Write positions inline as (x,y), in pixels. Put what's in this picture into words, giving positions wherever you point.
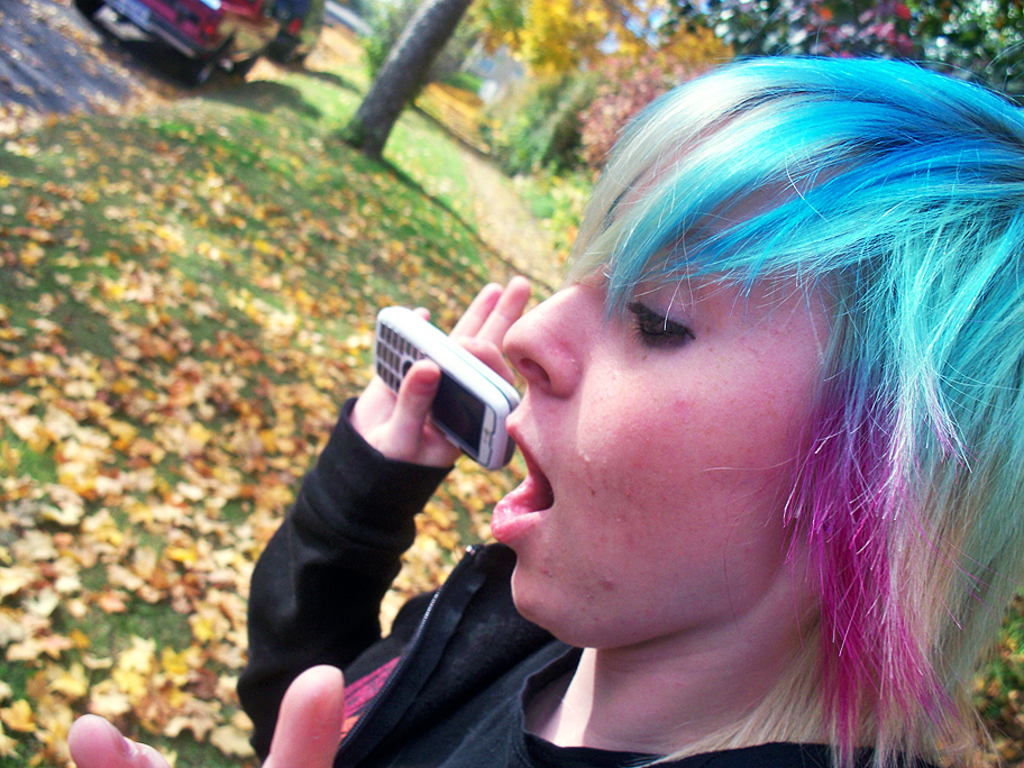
In a picture there is a woman (391,496) catching a mobile phone (468,394) with her hands (427,365) there are many trees (627,46) near to the women (511,428) there are many leaves (213,496) on the grass (267,187) there are some cars (249,54) near to the grass (269,101).
